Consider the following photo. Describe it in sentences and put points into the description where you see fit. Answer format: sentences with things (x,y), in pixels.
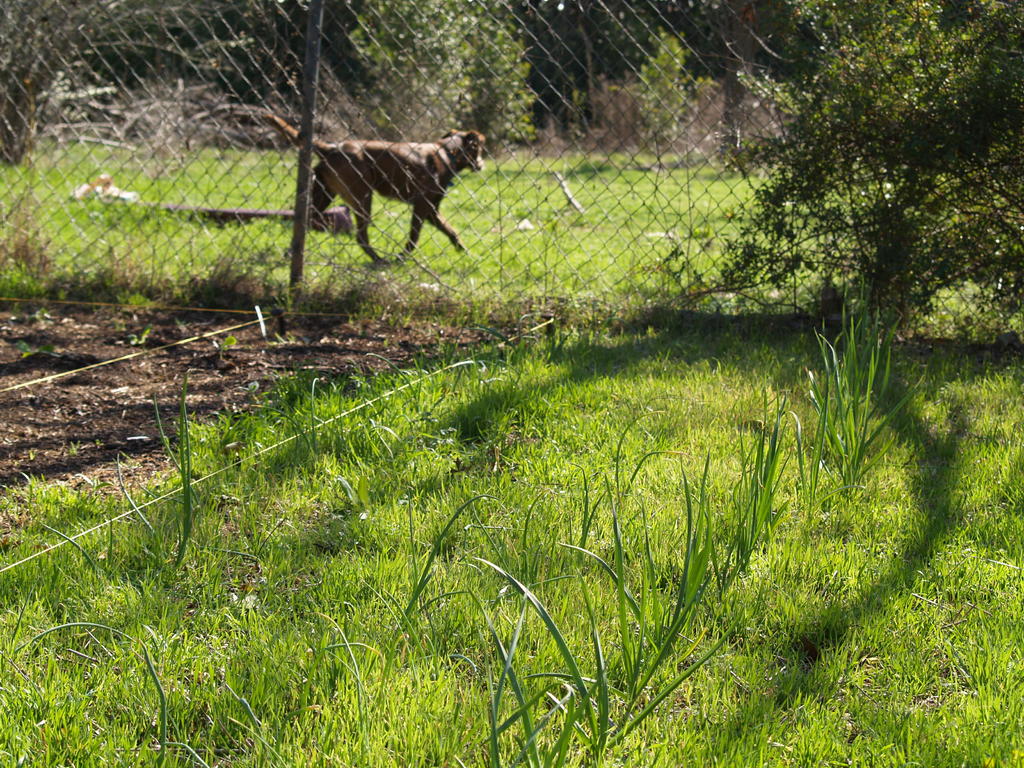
This is the grass (306,470) and plants (850,405). This looks like a fence (317,3). I can see a dog (404,163) walking behind the fence (443,155). These are the trees (819,123).
